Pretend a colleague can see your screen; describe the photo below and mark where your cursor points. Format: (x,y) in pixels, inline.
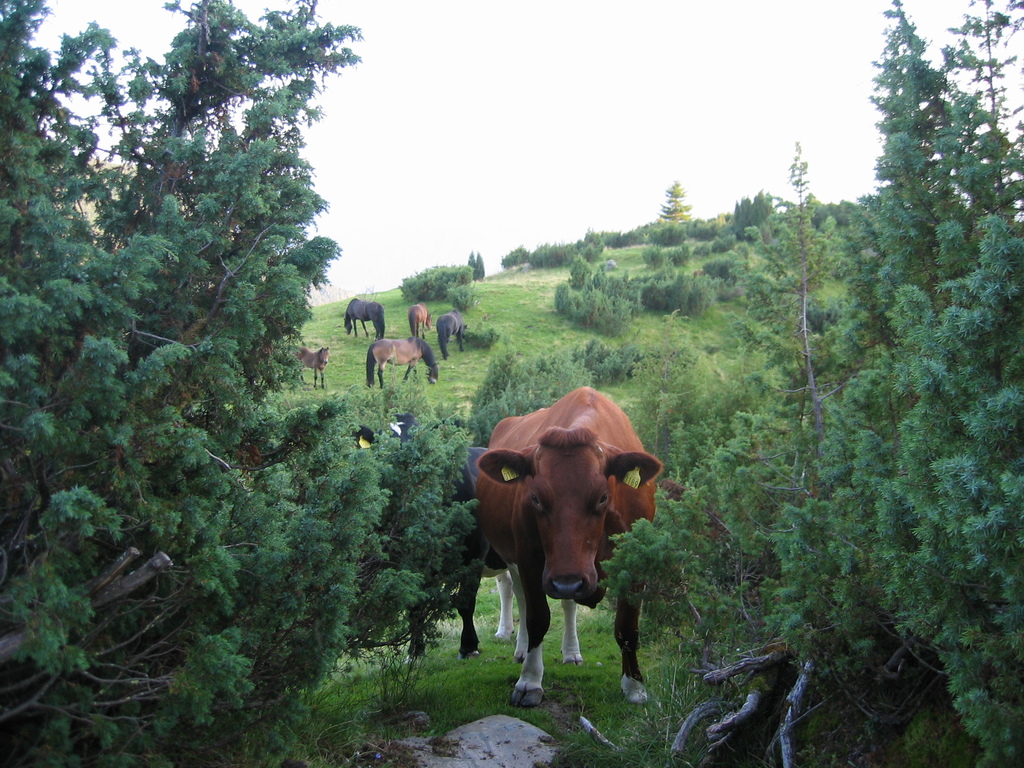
In this image there are few animals (480,545) standing on the grassland (494,640) having few plants (277,619) and trees (204,529). In the middle of image (423,357) there are few animals (378,328) grazing the grass (443,359). Top of the image (648,108) there is sky (660,137).
